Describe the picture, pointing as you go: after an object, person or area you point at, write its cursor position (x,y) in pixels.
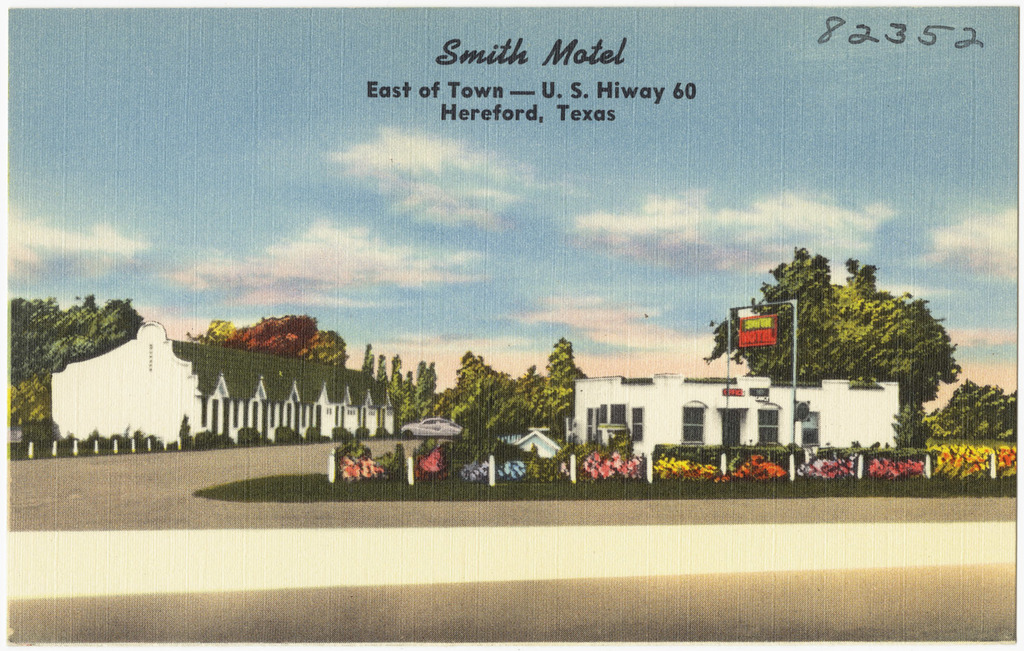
In this picture we can see road (230,507), plants (837,469), board (759,322) and houses (577,423). In the background (720,330) we can see trees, car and sky (610,259). At the top (454,59) we can see text (473,59).
